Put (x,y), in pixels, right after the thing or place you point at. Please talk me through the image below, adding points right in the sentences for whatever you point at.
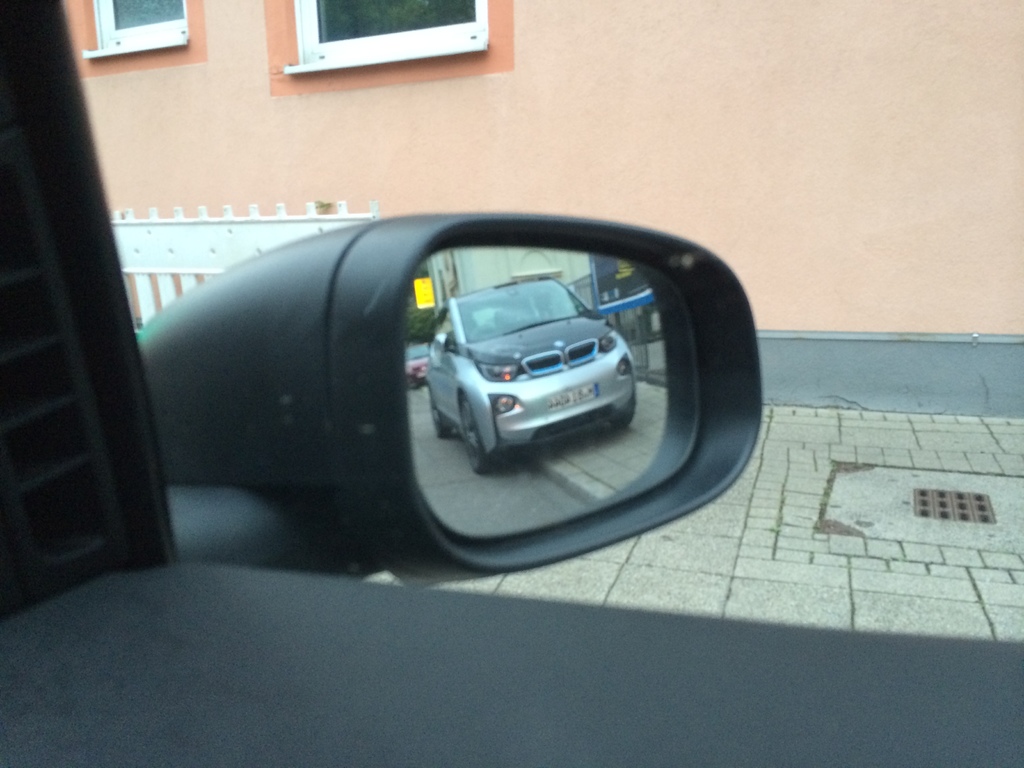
In this image we can see a mirror (702,474) of a car (253,738) in which we can see two vehicles (517,414) parked on the ground (562,451), a building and a board (620,291). In the background (269,235), we can see a barricade (241,242). At the top of the image (427,40) we can see windows (404,44) on a wall (869,21).
